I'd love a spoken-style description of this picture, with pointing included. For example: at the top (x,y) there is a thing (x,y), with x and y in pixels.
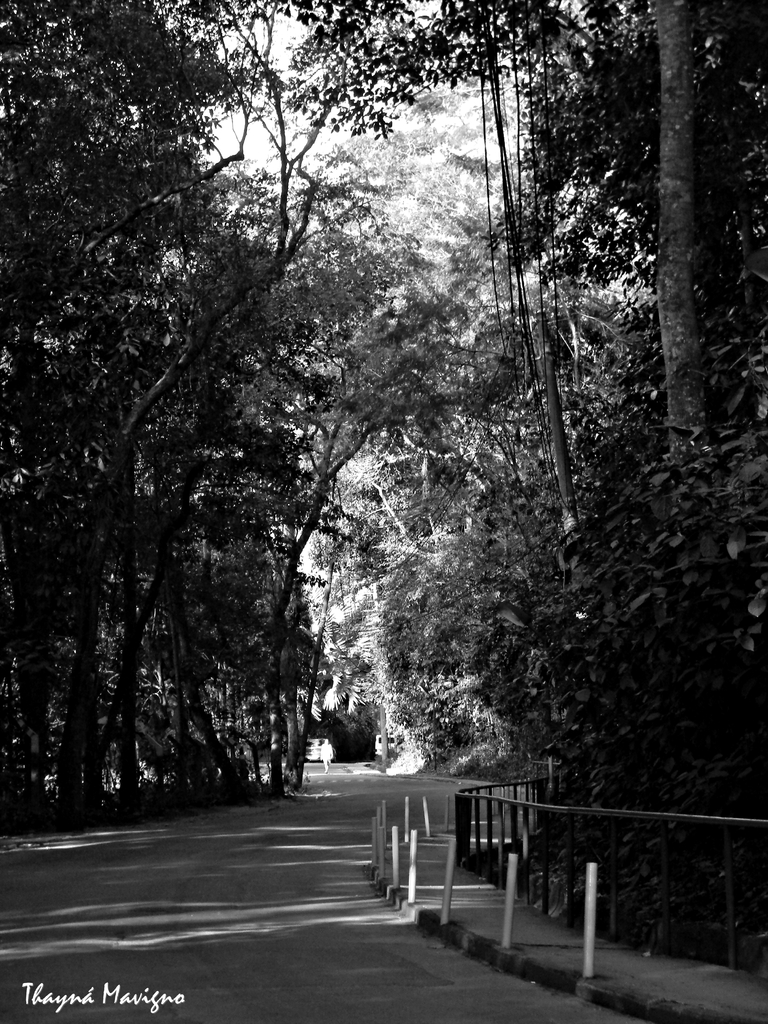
In this image we can see many trees (459,387). We can see a person (328,753) walking on the road (323,781). There are few vehicles (393,747) on the road (342,763). There is a fence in the image. There are few electrical cables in the image.
